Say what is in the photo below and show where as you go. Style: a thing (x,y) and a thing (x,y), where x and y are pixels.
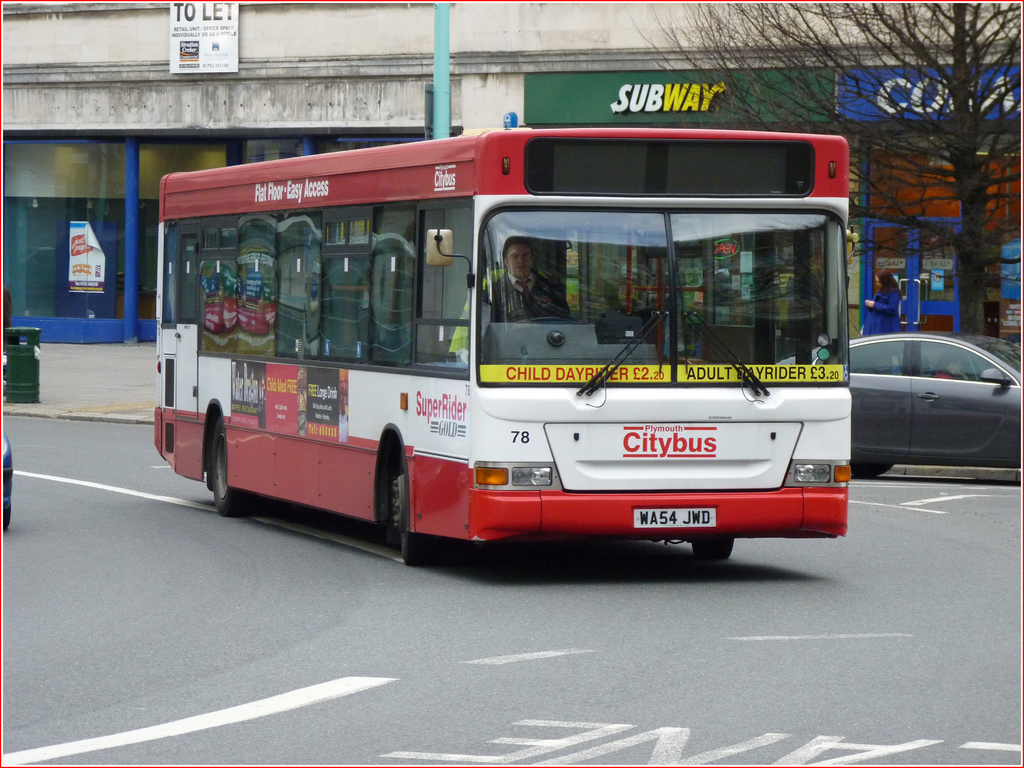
On the left side of the image (189,23) we can see a dustbin (22,333), to let board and glass door (101,266). In the middle of the image (466,475) we can see a road (516,635), a bus (510,415) in the bus (568,366) a driver (545,295) is there and a text (676,94) is there. On the right side of the image (975,325) we can see a lady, a tree (976,228) without leaves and a car (999,459).
